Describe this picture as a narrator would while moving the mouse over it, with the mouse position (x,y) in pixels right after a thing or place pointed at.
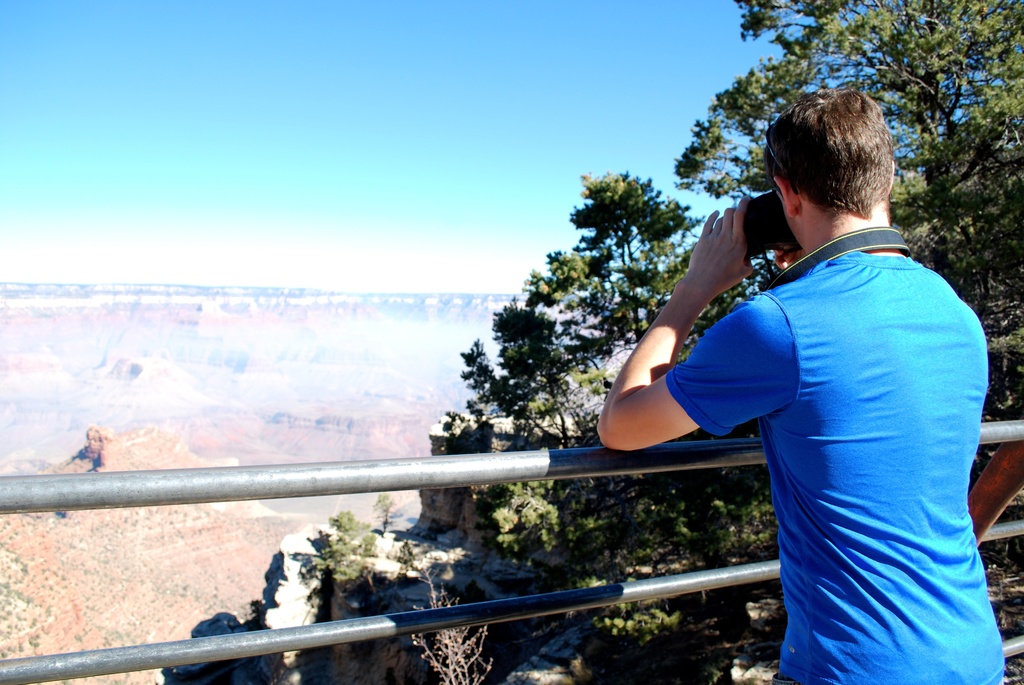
In this picture I can see a man (843,351) who is wearing blue color t-shirt (857,345) and I see that he is holding a thing (770,201) and in front of him I can see the rods (372,472). In the background (533,423) I can see the trees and the sky (197,133) and I can also see the land (305,387).
